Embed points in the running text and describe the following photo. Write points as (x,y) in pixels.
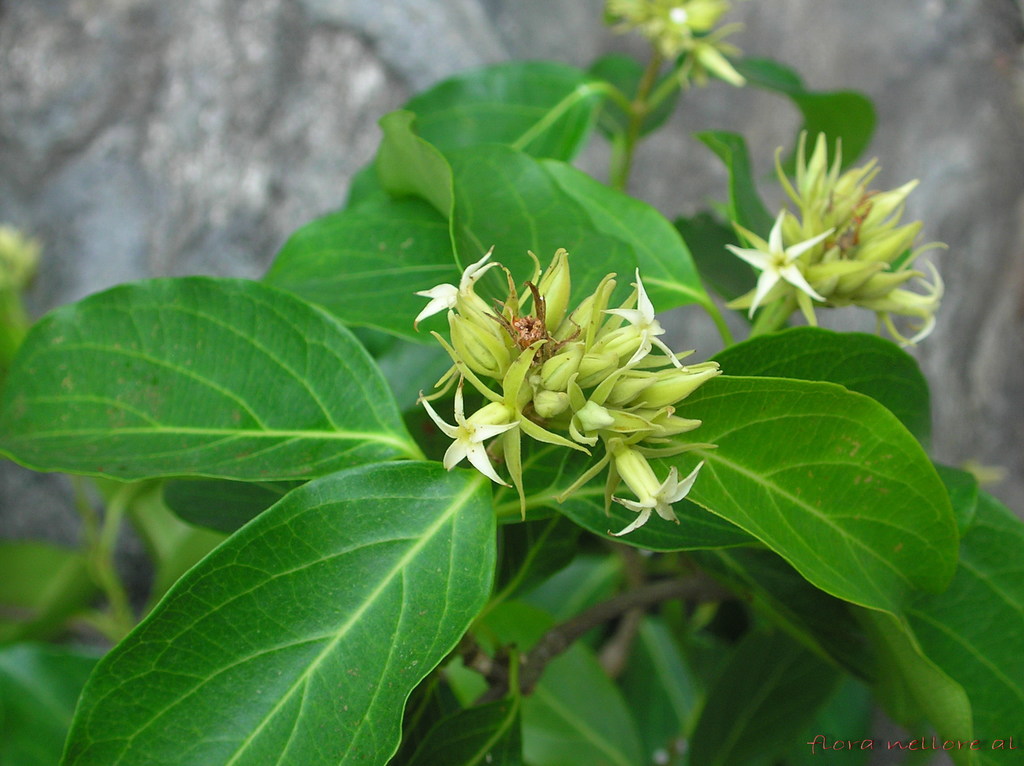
In this picture we can see a plant (255,489) with green leaves (354,394) and white flowers (467,432).
